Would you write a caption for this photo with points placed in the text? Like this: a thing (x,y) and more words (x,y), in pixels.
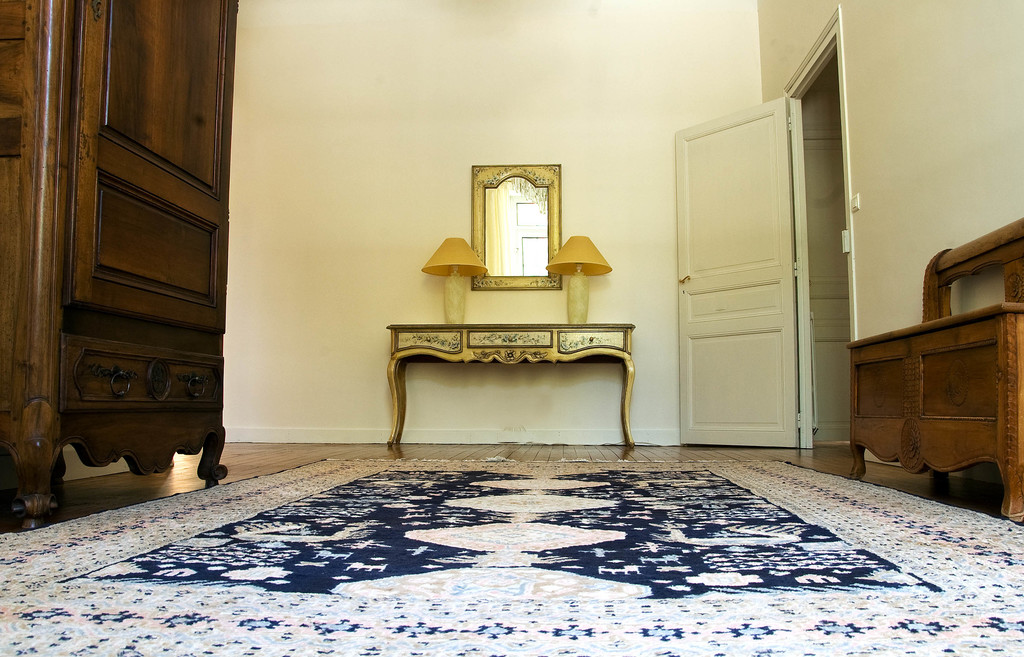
In this image we can see an inside of a room (532,463). In the background (596,426), we can see a wall (419,261) and there are few objects (585,322) on the table (523,343). On the wall (576,217) we can see a mirror (542,243). On the right side (987,346), we can see a wall (877,56) and a table (852,365). On the left side (64,363), we can see a cupboard (24,465). At the bottom (506,623) we can see a carpet (476,587).
